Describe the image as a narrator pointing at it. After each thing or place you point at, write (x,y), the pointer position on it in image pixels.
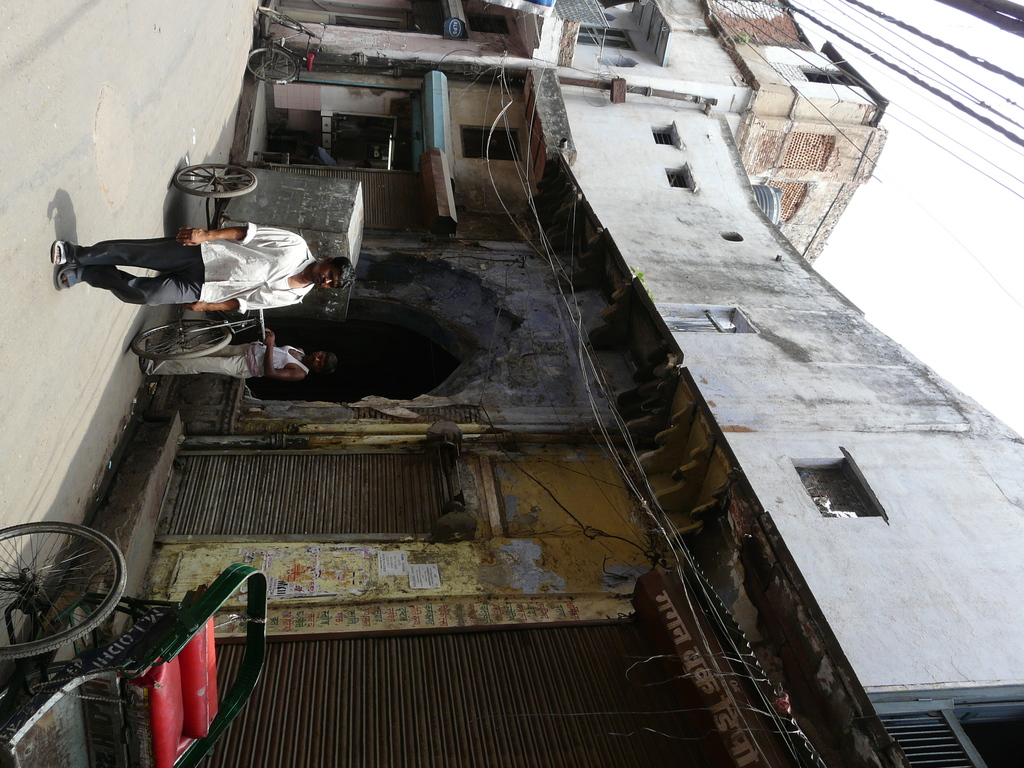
In this image I can see two people (326,355) are on the road (99,315). In-front of one person (165,371) I can see the bicycle (197,331). To the side I can see the building (463,398) and the shutters (339,459). And there is a rickshaw (77,625) on the road (102,387). In the back (918,142) I can see the wires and the white sky (952,223).
